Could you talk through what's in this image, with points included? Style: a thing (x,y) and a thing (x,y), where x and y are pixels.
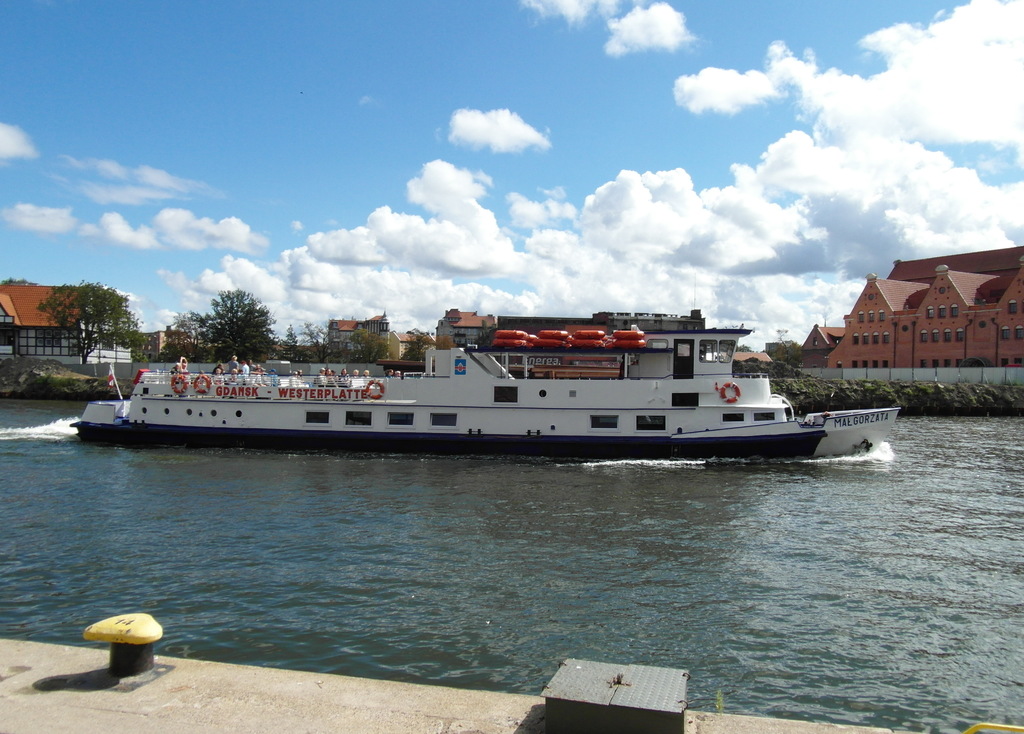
In this image we can see a boat (267,397) with some people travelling in the water (456,510). On the backside (883,314) we can see a building (912,301) with windows (924,340), fence (905,371), trees (254,339), house (53,353) and the sky (410,175) which looks cloudy.
